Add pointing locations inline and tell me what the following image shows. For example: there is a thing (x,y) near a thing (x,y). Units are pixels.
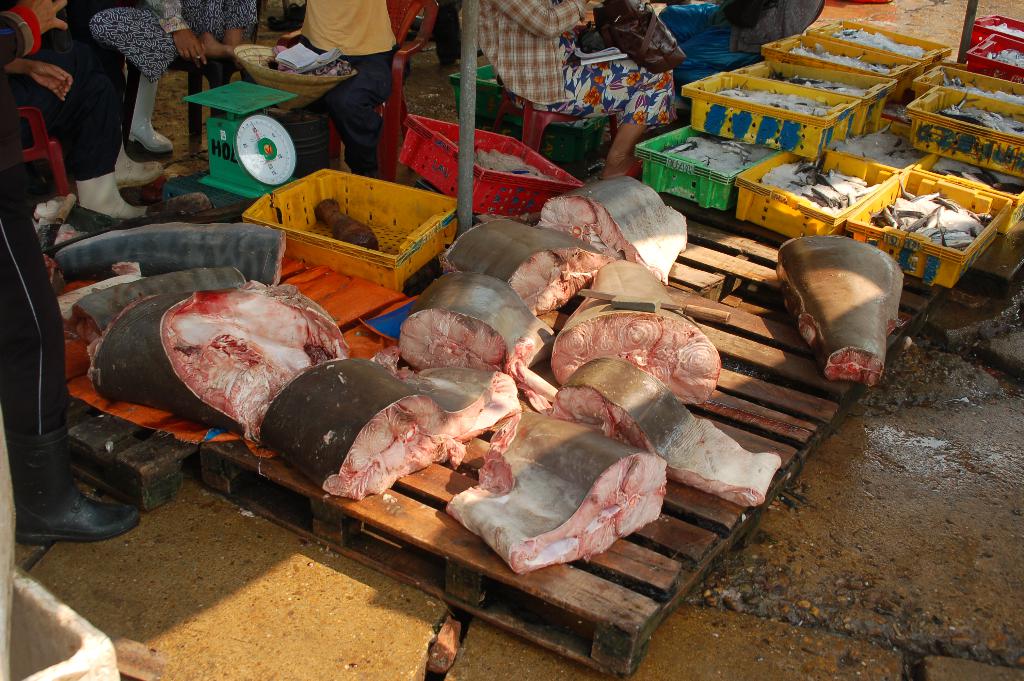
In this image it looks like a meat market (612,402). In the middle (608,404) there are big meat pieces (473,293) on the wooden table (751,388). On the right side (865,178) top there are trays (930,134) in which there are fishes (942,110) with some ice (844,63) on it. On the left side (95,77) there are few people (87,106) sitting in the chairs (394,27). In front of them there is a weighing machine (226,91).
